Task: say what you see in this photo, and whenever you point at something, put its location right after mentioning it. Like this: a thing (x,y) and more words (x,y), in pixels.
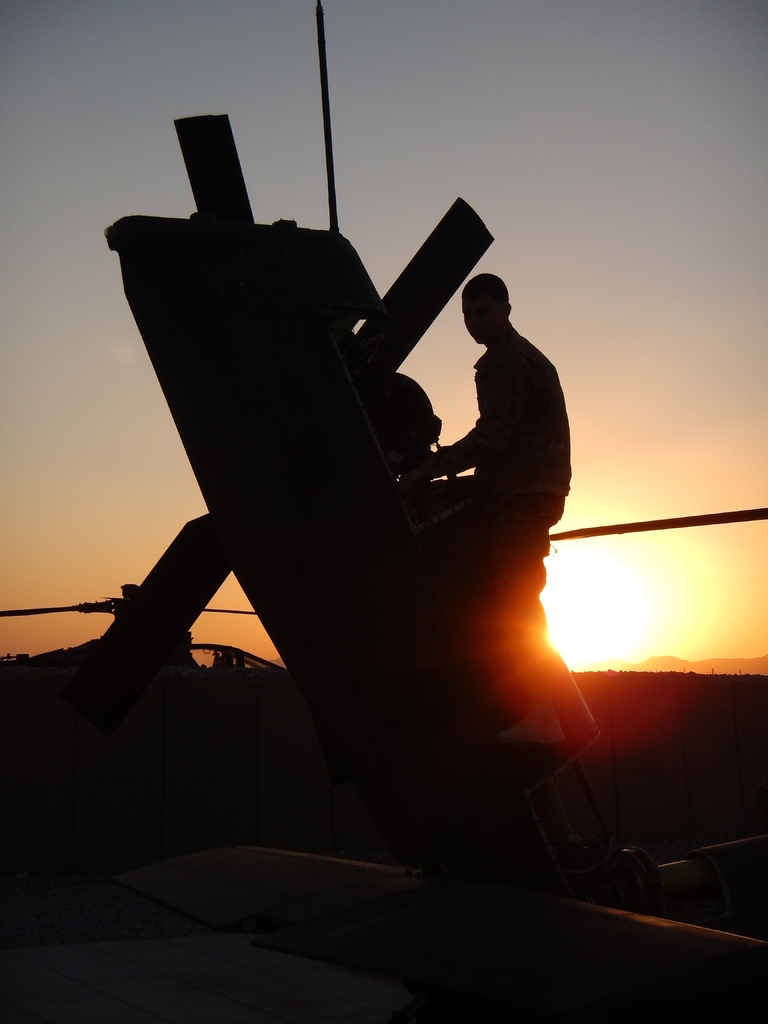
In this image I can see a object (437,612) and one person (498,436) is holding it. Sky (281,189) is in grey, white and orange color.
